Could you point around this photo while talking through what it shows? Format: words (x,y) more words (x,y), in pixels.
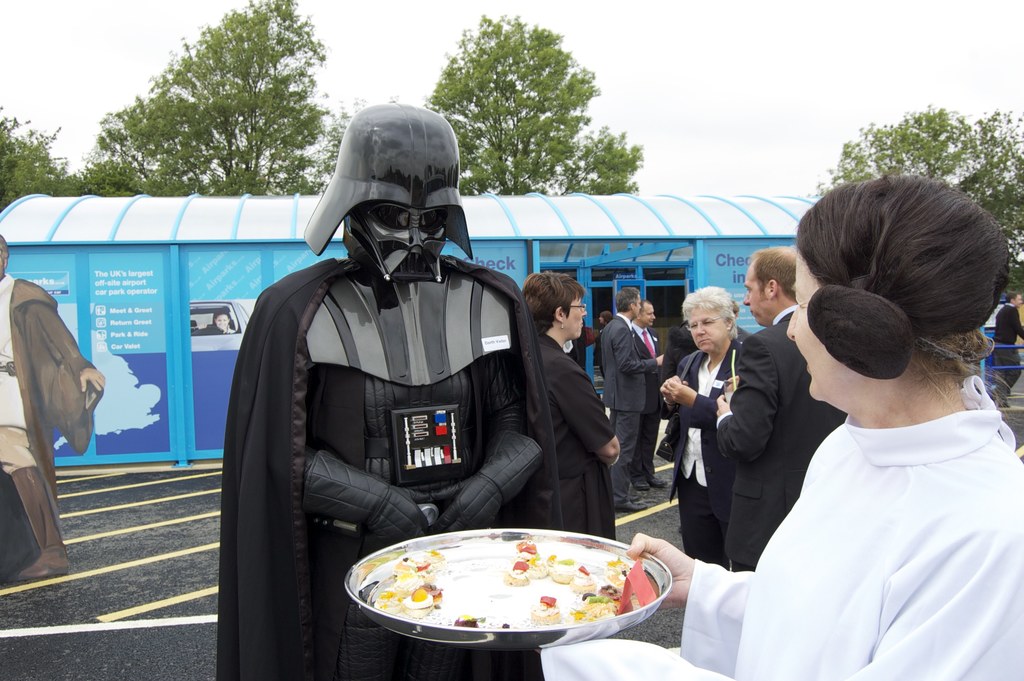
In the center of the image (454,365), we can see a person (289,325) wearing costume (329,303) and on the right (807,564), there is a lady (858,552) wearing a coat (787,609) and holding a plate (505,595) containing food (517,576). In the background (574,346), there are people (640,320) and are wearing coats (639,346) and we can see a shed (626,275), some trees (908,138), rods (991,369) and there is a board (48,369). At the bottom (136,600), there is a road (173,544) and at the top (686,32), there is sky (676,26).
